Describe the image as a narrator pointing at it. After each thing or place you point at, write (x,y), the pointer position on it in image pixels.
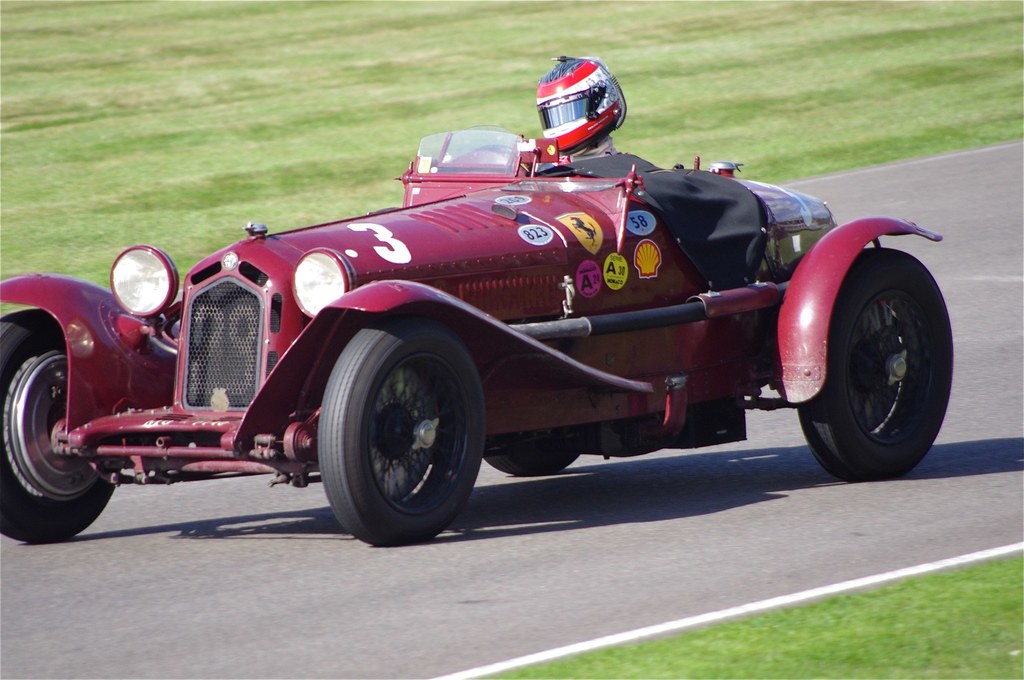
In this image we can see a vehicle (415,245) on the road (314,617). We can see a man (600,134) in the vehicle (600,241). On the both sides of the road (975,237), we can see grassy land (831,609).
